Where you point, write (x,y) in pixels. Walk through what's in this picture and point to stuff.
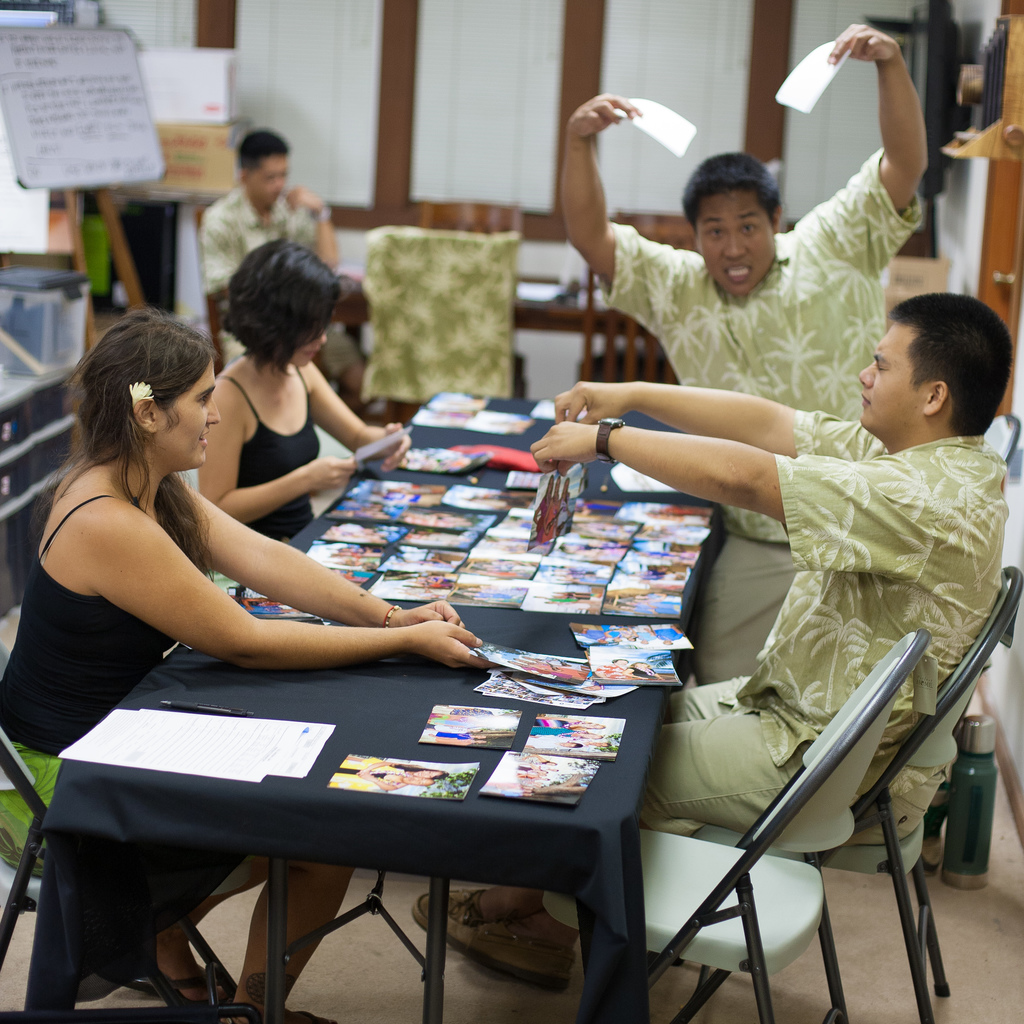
In this image we can see this people (702,759) sitting on chairs (846,792) near the table (216,809). There are many photographs (494,545) on the table (446,749). In the background (310,195) we can see a person (259,183) sitting near the table (536,309) and a board (158,173).
